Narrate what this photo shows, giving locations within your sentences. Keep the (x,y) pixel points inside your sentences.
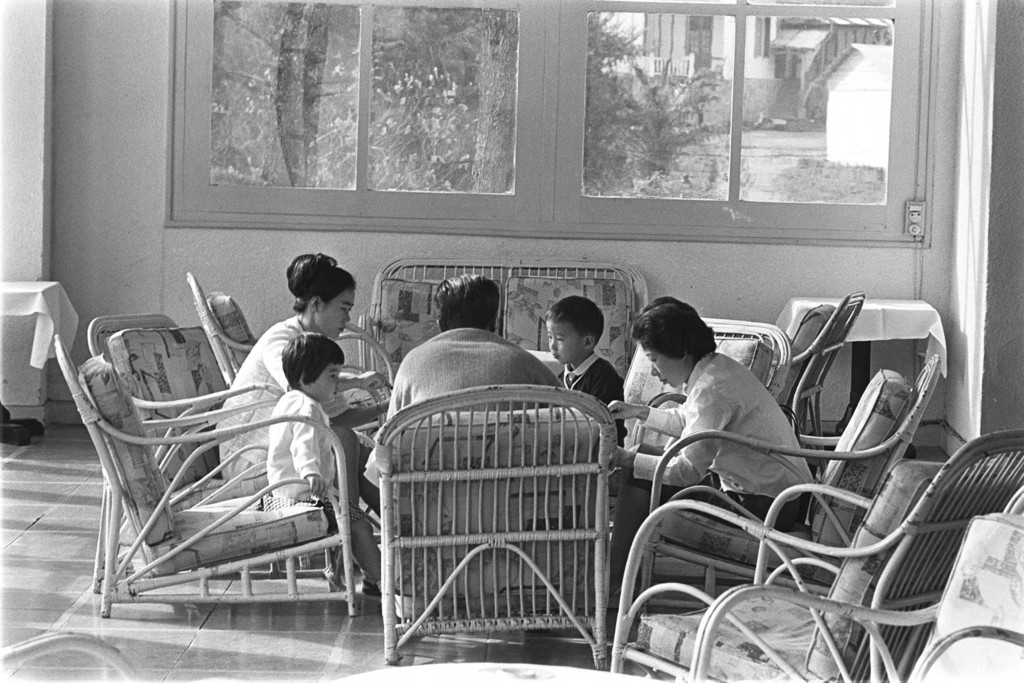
It is a living room (502,396) there are a lot of chairs (437,449) and sofas (442,411) some people (462,383) are sitting on it, in the background (223,242) there is a white color wall (884,249) and a window (776,6), outside the window (456,66) there are trees (483,83) and other houses (724,92).
